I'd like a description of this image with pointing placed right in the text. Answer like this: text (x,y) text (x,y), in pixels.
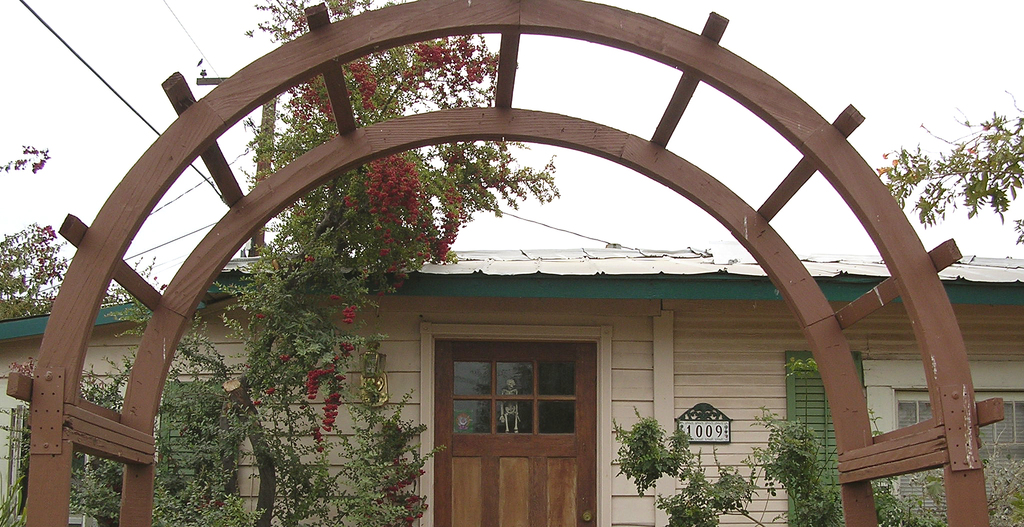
In this image, I can see a house (869,385) with a door (588,402) and window (547,415). In front of the house (698,395), I can see a wooden arch (796,258) and the trees (763,452). In the background (161,123), there is the sky (161,123).
